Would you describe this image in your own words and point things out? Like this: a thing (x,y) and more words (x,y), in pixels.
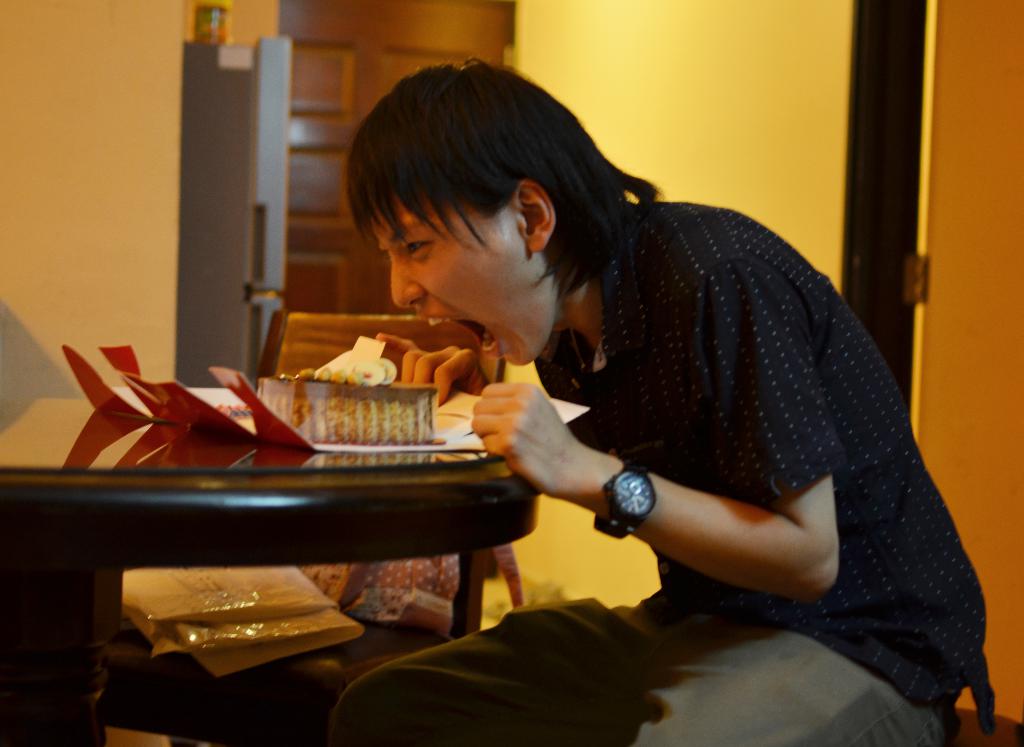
In this image I can see a person (624,359) wearing shirt (775,394), trouser (690,688), sitting on the chair (975,733), facing towards the left side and eating a cake (375,413) which is placed on a table (391,503). I can see a watch (628,497) to his left hand (540,453). Beside this person (517,659) there is a chair (354,658) on which few objects (358,602) are placed. In the background (547,63), I can see the wall (605,63) and a door (343,66) and also there is a refrigerator (221,169) on which a box (210,27) is placed.
